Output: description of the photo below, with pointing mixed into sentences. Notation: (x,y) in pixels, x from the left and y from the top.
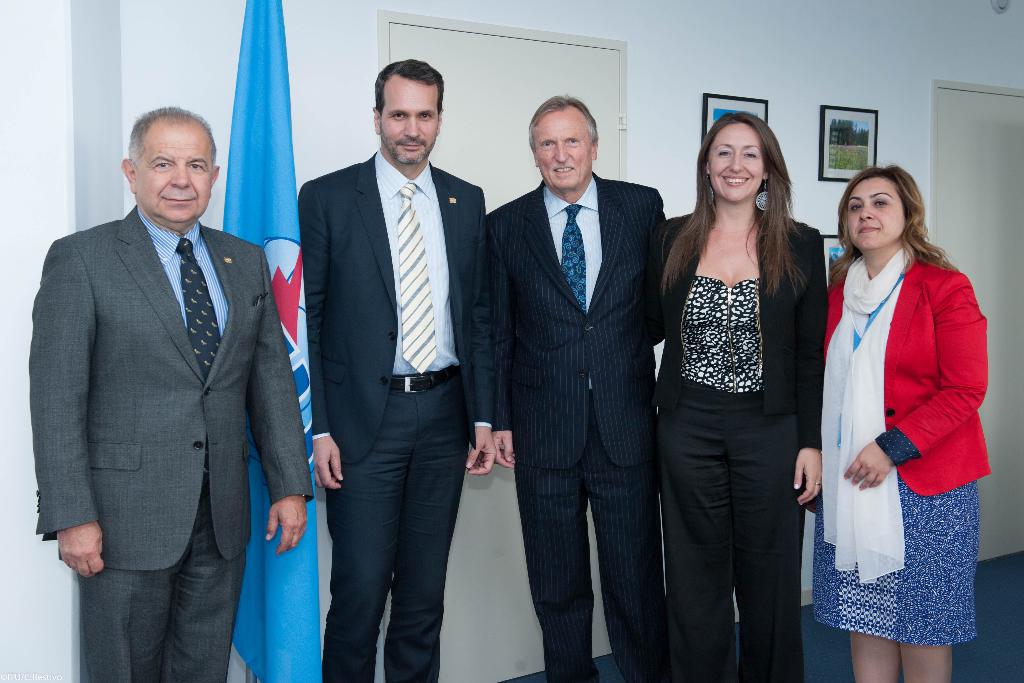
In this image we can see a few people (520,405) standing and smiling, there are some doors (455,73) and a flag (269,59), on the wall (747,77) we can see some photo frames (729,97).
